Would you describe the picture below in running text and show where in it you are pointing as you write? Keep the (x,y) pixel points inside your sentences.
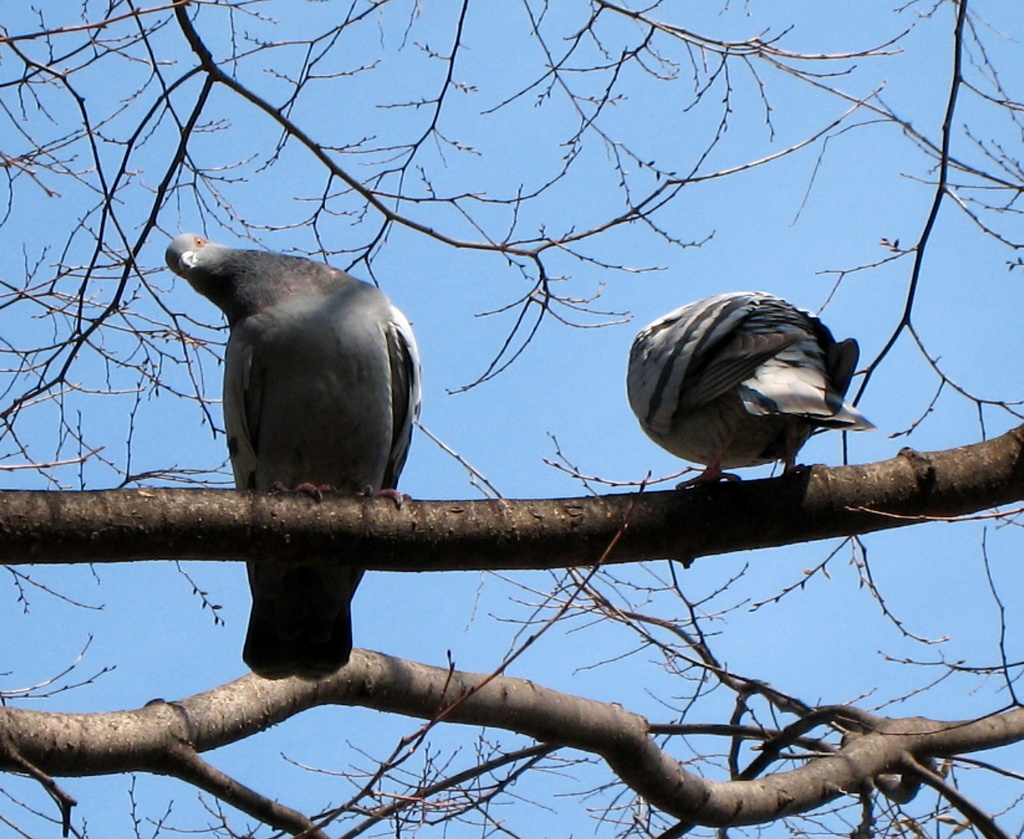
In this image we can see some birds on a branch (582,517) of a tree (672,515). On the backside (591,393) we can see the sky (550,400) which looks clear.
